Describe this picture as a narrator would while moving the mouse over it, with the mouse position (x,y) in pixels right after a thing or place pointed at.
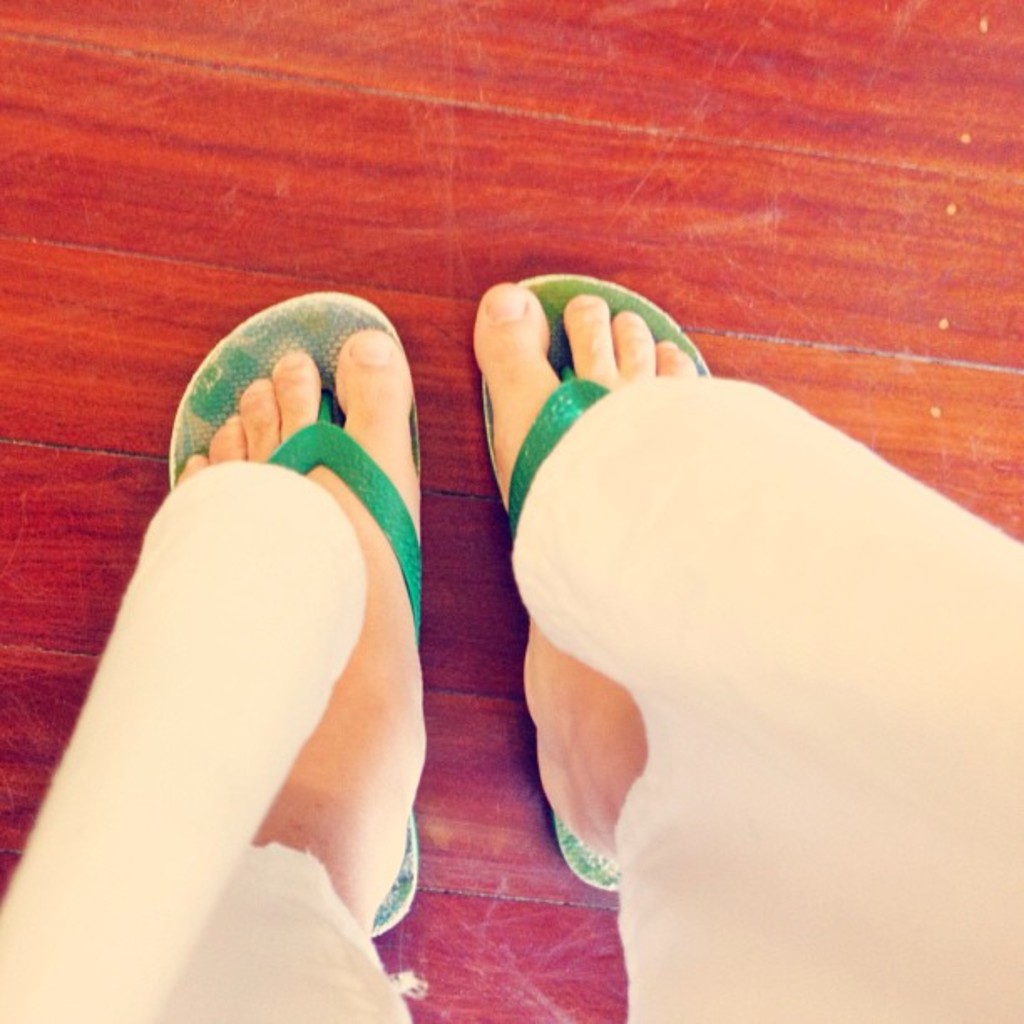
In this image we can see the legs (398,739) of a person (558,708). A person (556,481) is wearing footwear (568,407). There is a wooden surface (555,158) in the image.
